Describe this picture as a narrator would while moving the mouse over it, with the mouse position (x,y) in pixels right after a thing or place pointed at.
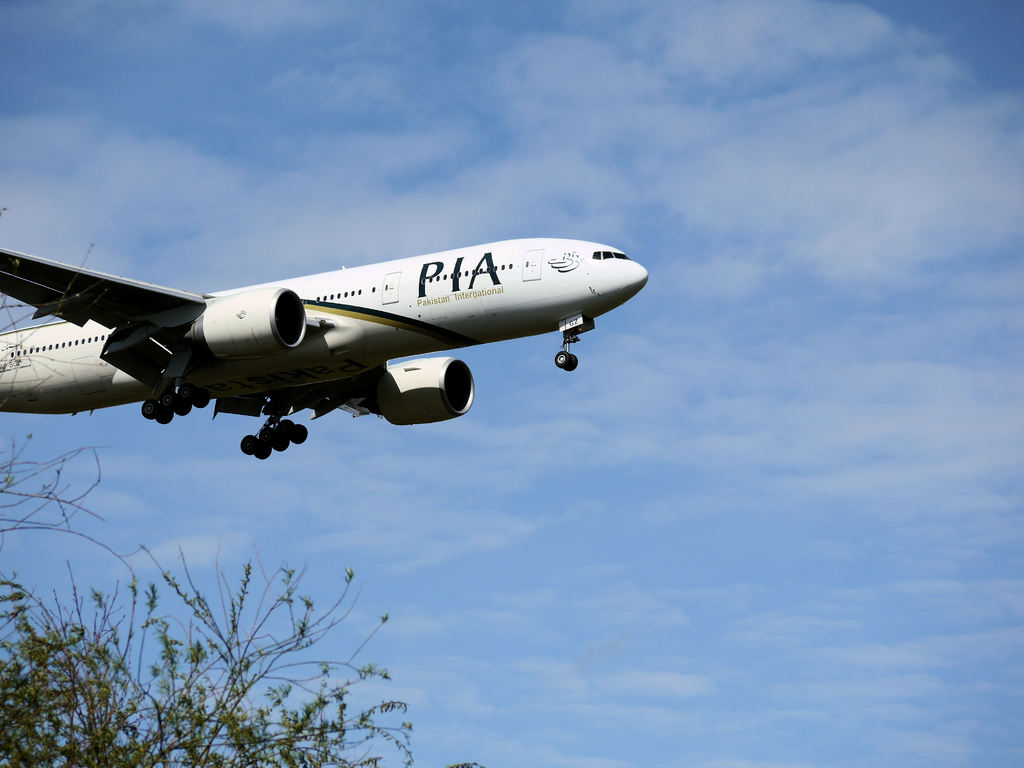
In the middle of the image (403,333), we can see an airplane (371,328) is flying in the air (633,459). In the bottom left corner of the image (146,742), we can see leaves (10,739) and stems (199,758). In the background (665,336), there is the sky (665,336).
